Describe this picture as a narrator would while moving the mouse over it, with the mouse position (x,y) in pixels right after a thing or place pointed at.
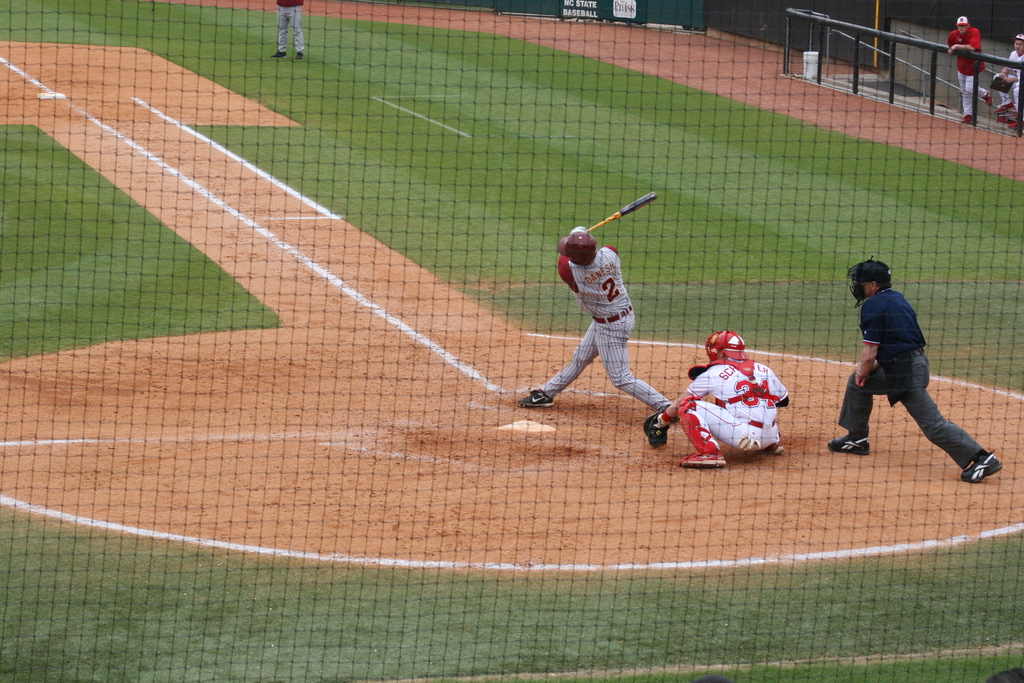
In this image in front (524,309) there is a fence (638,542). There are people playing the baseball on the ground (340,358). On the right side of the image (967,45) there are two people (976,46) holding the metal fence (987,57).
